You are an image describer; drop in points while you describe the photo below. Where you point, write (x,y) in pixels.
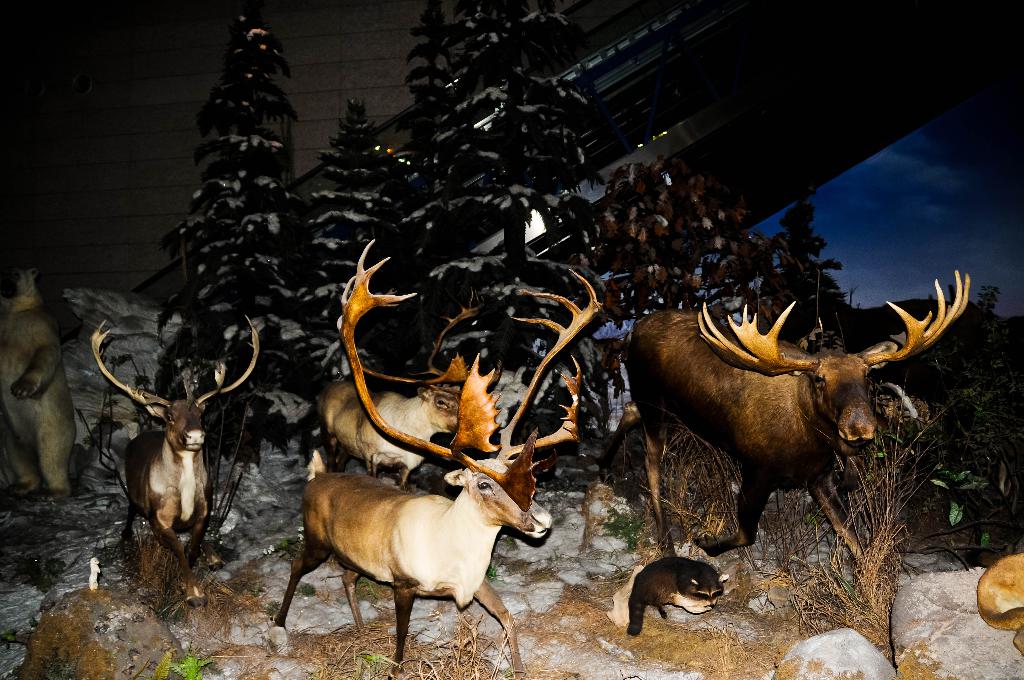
In this image in the center (447,453) there are animals (518,468). In the background (353,125) there are trees (433,121) and in the front (940,626) there are stones (808,645) on the ground (765,673).
